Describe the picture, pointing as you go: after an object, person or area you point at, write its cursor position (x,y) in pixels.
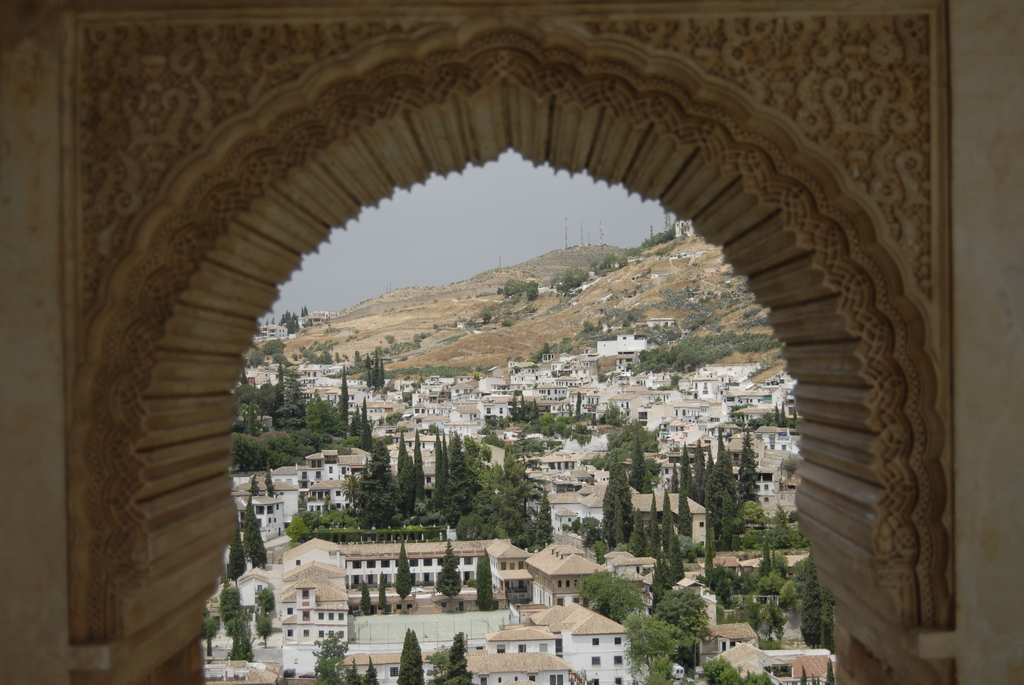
In this image we can see a wall (183,216) with carvings (779,231). There are houses (571,481), trees (511,467). In the background of the image (438,272) there is sky (417,277) and mountain (526,304).
